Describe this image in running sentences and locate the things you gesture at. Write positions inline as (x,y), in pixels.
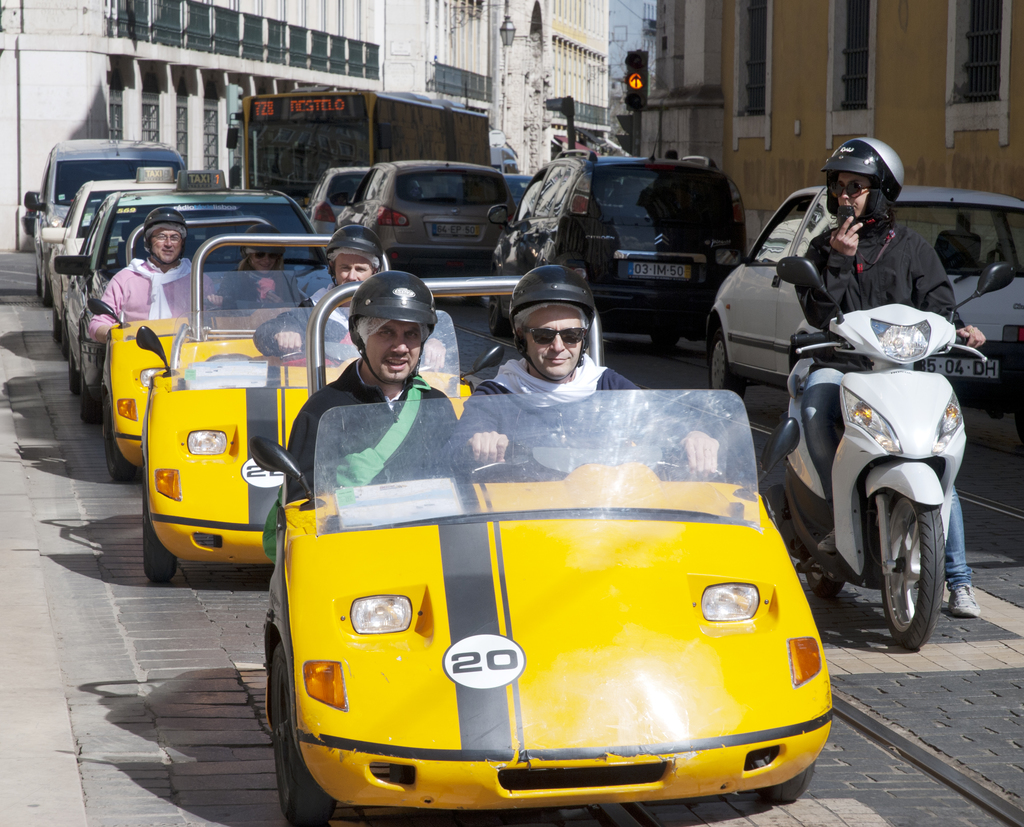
In this image there are group of persons (518,458) who are driving vehicles (185,425) and a person (915,289) who is driving motorcycle (888,323) speaking to phone (848,208) and at the background of the image (79,68) there are buildings (552,94) and signals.
